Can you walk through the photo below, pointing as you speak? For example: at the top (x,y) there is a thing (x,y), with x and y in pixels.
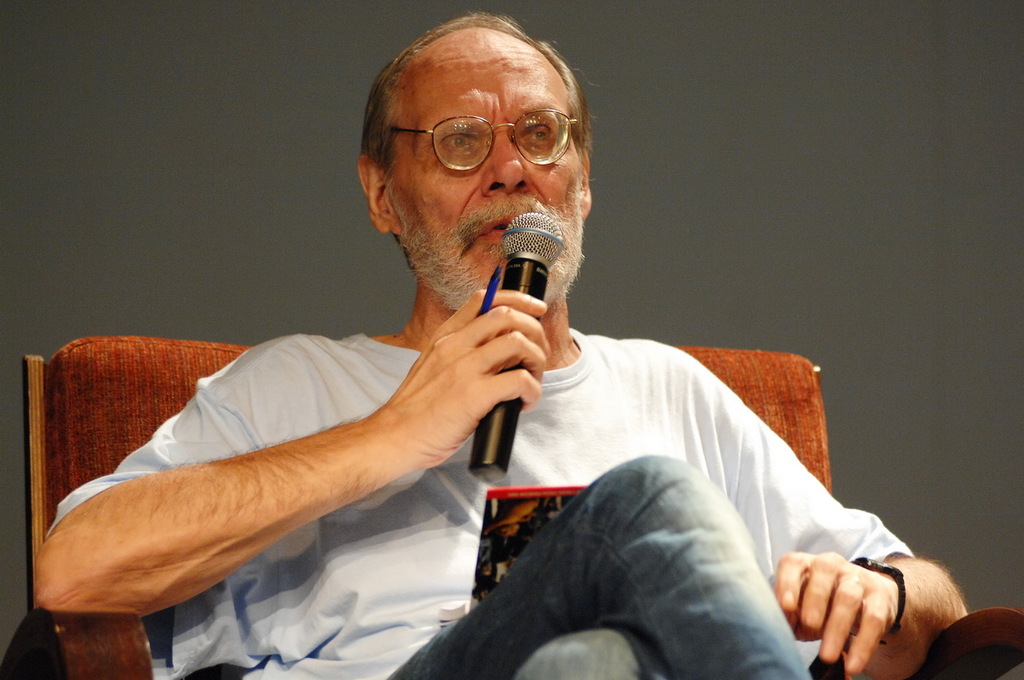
In this image there is a man (781,597) sitting on chair (790,426). He is wearing a White t shirt (643,418), blue jeans (644,528) and holding a pen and a mike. In the background (637,118) there is a wall (782,103).
